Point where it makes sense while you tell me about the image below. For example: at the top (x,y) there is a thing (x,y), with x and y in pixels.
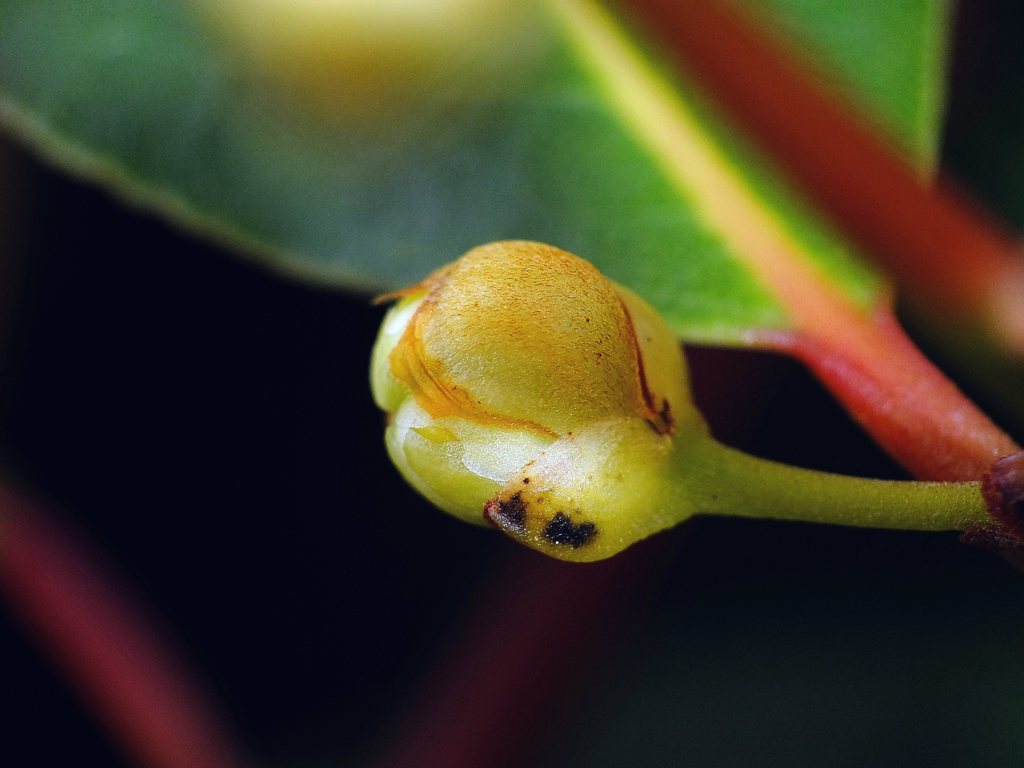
In this image there is a bud (539,368) and a leaf (644,74).
